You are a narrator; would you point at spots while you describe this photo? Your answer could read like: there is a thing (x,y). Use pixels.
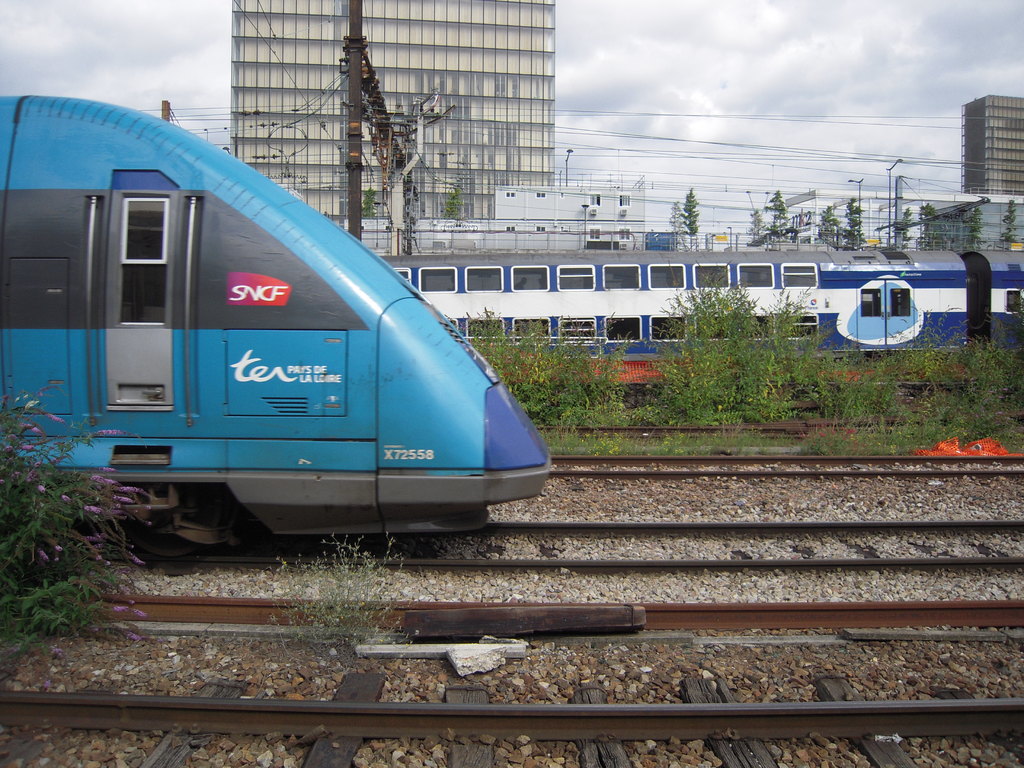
In the picture we can see a train (104,283) on the track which is blue in color and besides, we can see some tracks (584,462) and on the other side, we can see some plants (617,395) on the track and beside we can see a train (989,276) and in the background (789,195) we can see some buildings (504,150), poles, sky (739,155) with clouds (739,150).
